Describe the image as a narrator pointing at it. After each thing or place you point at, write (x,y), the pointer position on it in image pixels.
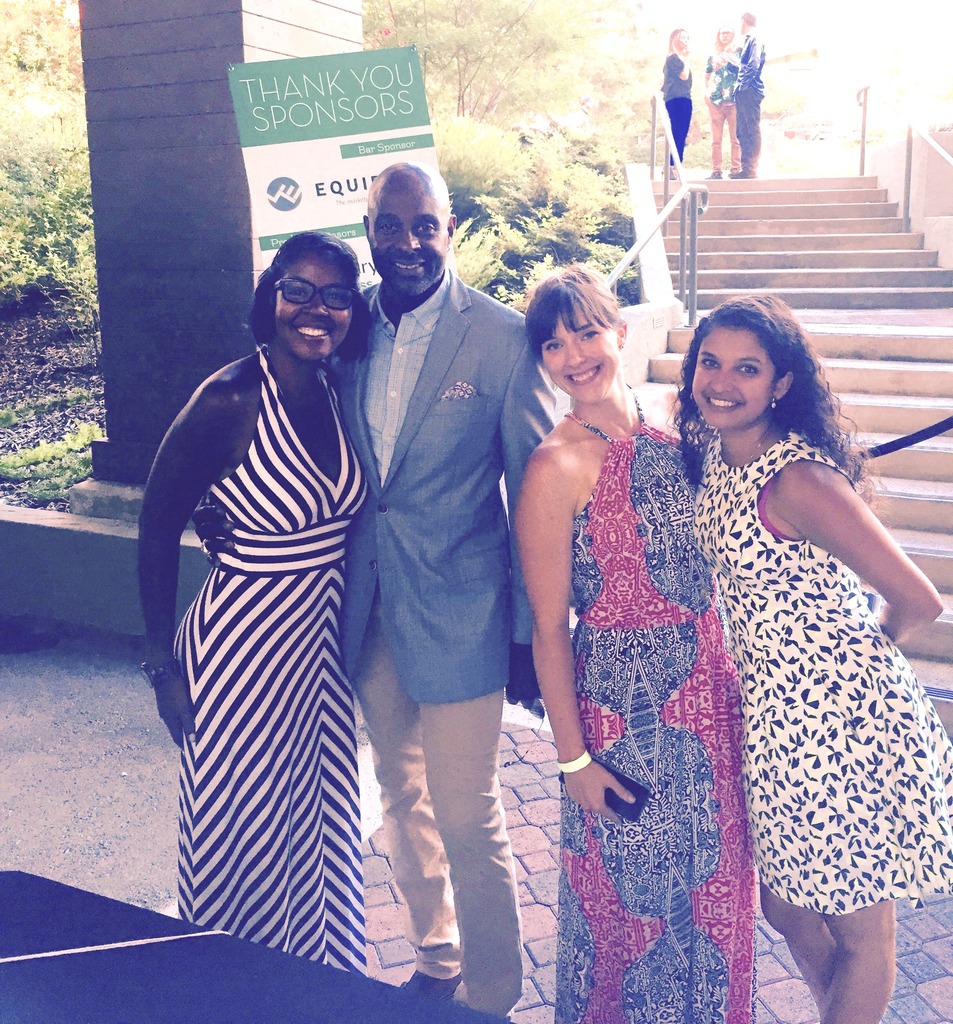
In this image there are people (828,489) and we can see stairs (933,385). On the left (307,207) there is a board (274,92) and we can see a pillar (212,367). There are trees (567,187).
